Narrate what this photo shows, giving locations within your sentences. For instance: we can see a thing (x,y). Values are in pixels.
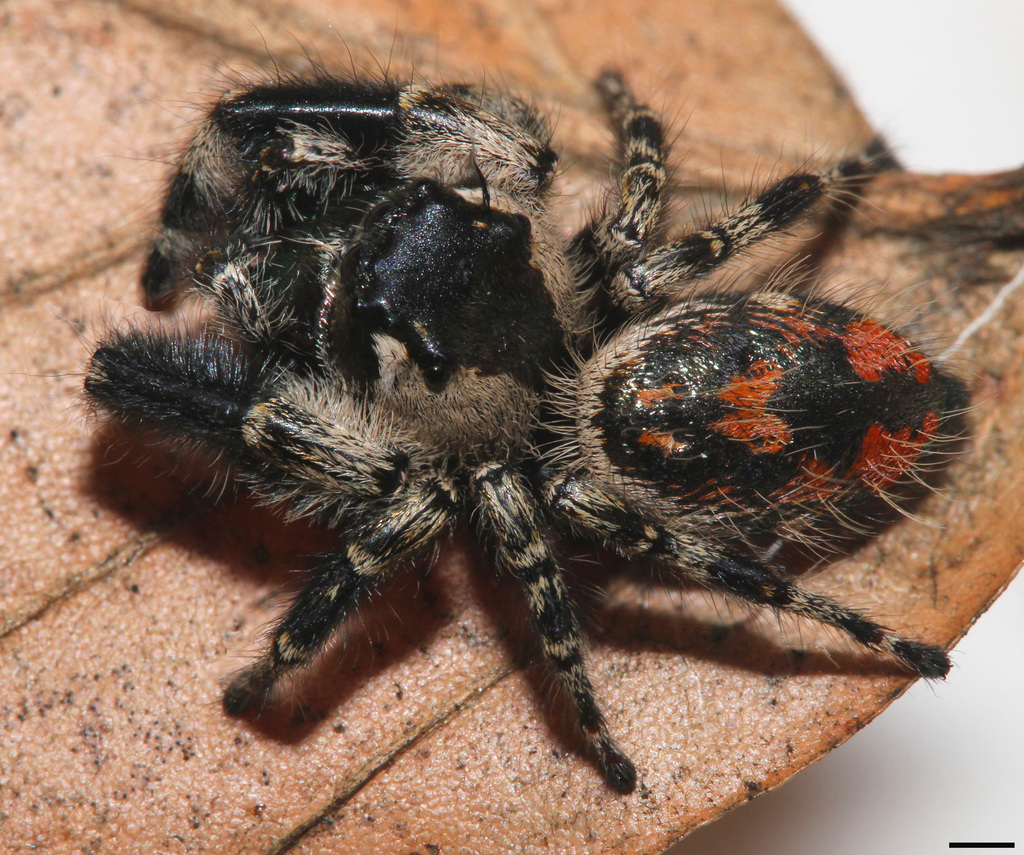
In the picture I can see a spider (703,416) on an object (107,553).
